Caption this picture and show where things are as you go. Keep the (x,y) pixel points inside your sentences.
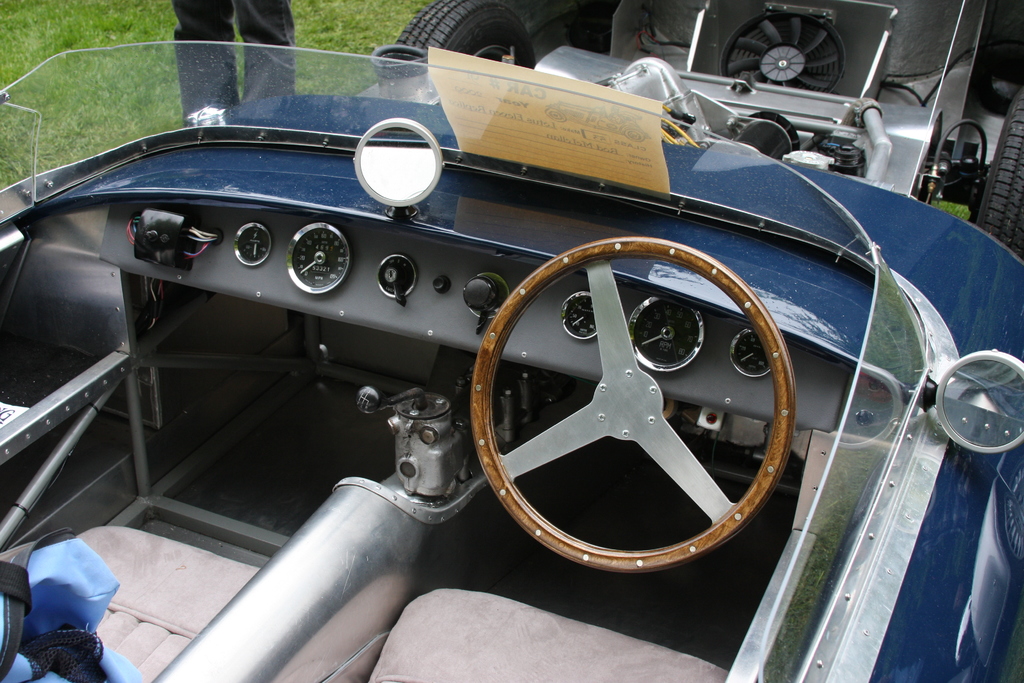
In the image in the center (631,376), we can see vehicles (724,420). In the vehicles (711,362), we can see one steering wheel (625,385), mirrors (950,379), seats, tools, one banner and a few other objects (754,375). In the background (160,75) we can see grass (20,37) and one person (204,39) standing.
